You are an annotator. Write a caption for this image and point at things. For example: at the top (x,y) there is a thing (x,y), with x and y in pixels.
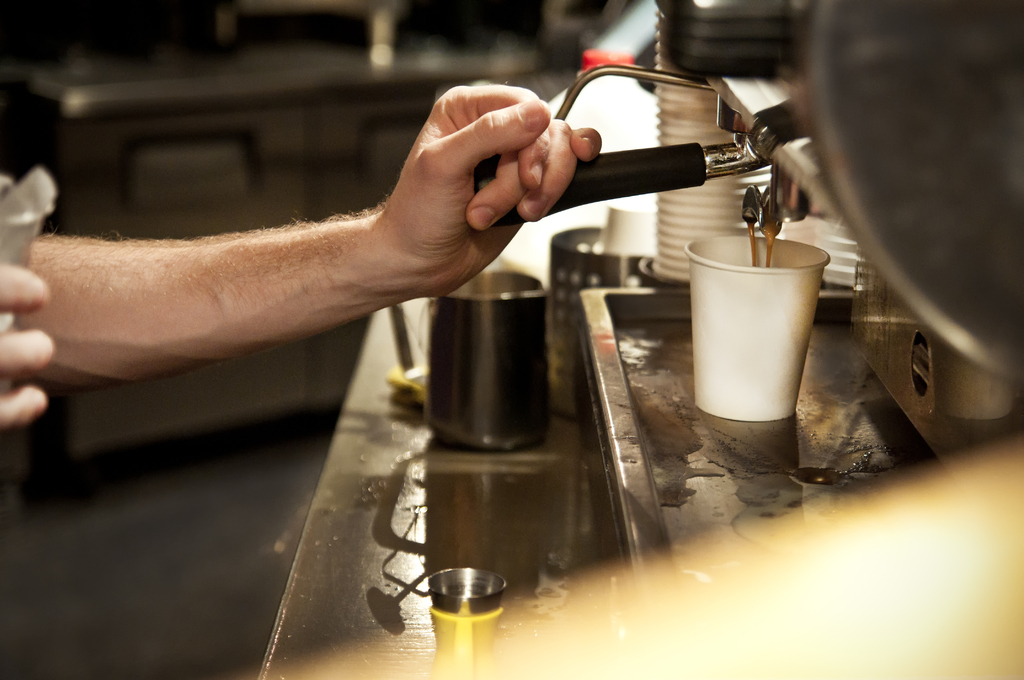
In this image I can see the person's hands (237,308). In-front of the person (420,239) I can see the cup (739,323) and the coffee machine (822,164). To the side of the machine (670,295) I can see the cups (685,234) and the utensils (574,298). I can see the blurred background (363,91).
